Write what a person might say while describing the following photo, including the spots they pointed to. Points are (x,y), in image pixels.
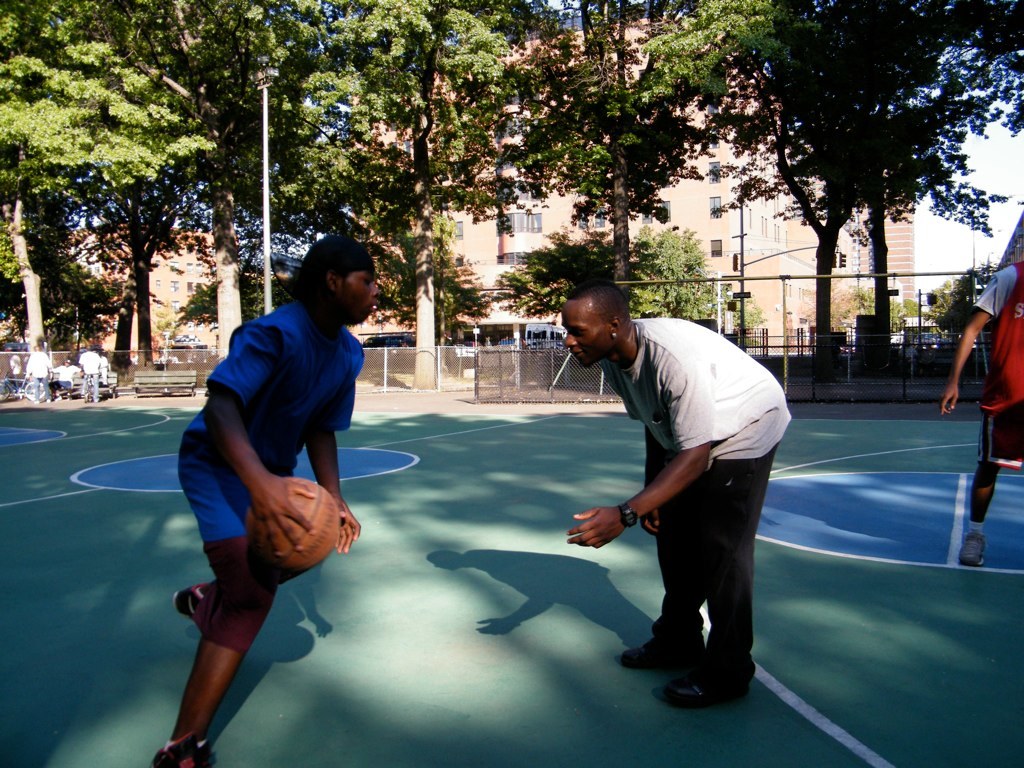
Here in this picture we can see a group of people (711,474) playing basketball in the basketball court (424,500) as we can see basketball (329,521) present in the person's hand (341,528) on left side (304,498) and we can also see light posts (261,86) here and there and in the far we can see number of people (103,380) standing and sitting on benches (143,374) present over there and we can see fencing (359,380) covered all over there and we can see plants (635,250) and trees (426,257) and buildings (730,246) present all over there.
